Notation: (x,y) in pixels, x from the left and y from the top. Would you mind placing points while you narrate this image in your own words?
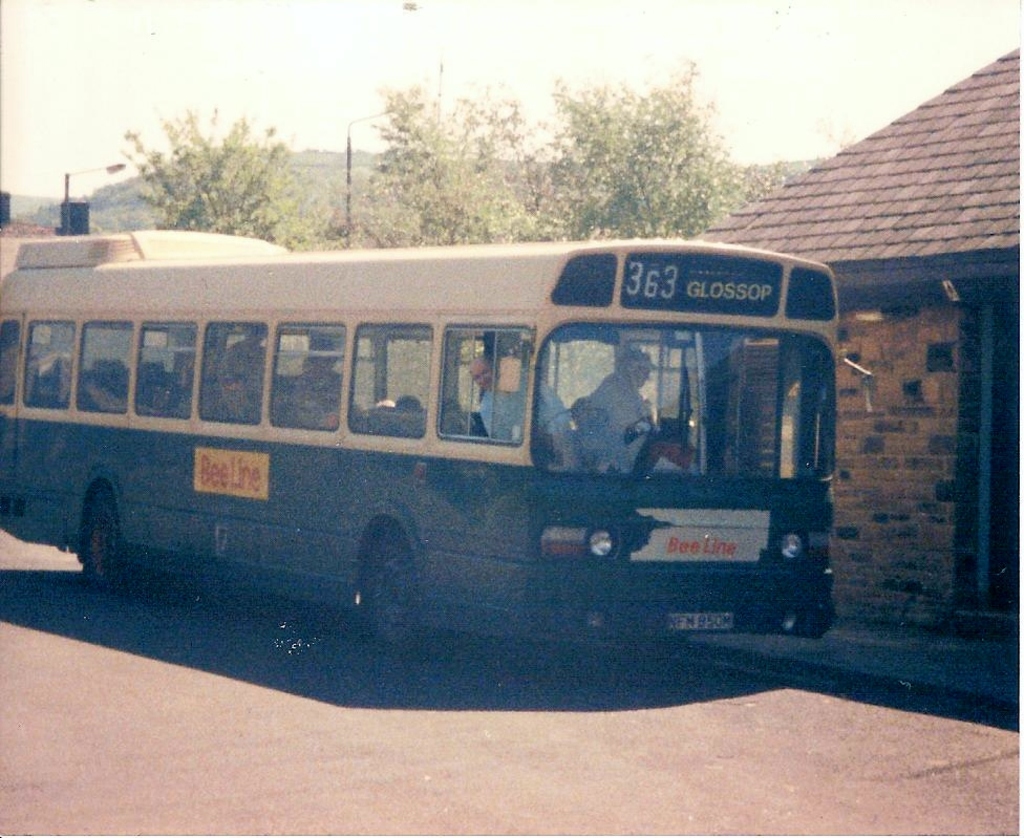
In this image we can see a bus (570,484) on the road (399,762). We can also see a group of people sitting inside a bus (458,490). On the backside (908,473) we can see a house (897,293) with a roof (726,228), some trees (658,213), street poles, the hills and the sky (744,124) which looks cloudy.
